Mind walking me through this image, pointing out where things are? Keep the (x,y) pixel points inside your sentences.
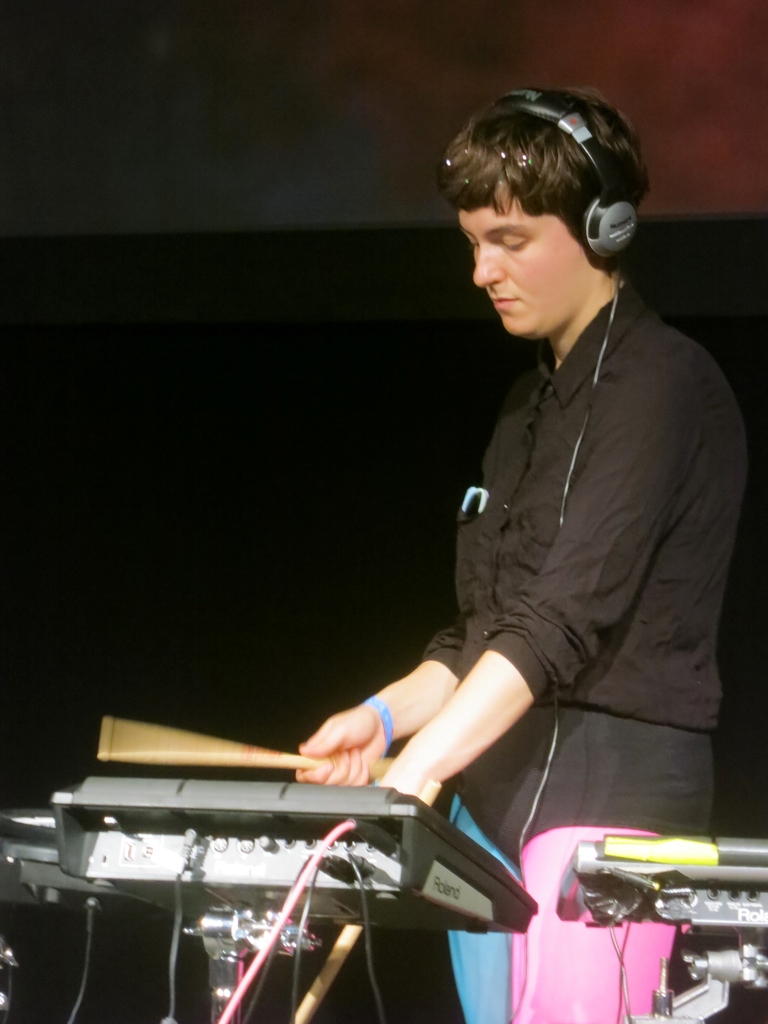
In this image I can see a person (631,643) wearing a head phones (587,225) and holding sticks (187,742) and standing in front of musical instrument (259,862) and musical instrument (729,911) visible at the bottom (697,908) and background (145,601) is dark.
